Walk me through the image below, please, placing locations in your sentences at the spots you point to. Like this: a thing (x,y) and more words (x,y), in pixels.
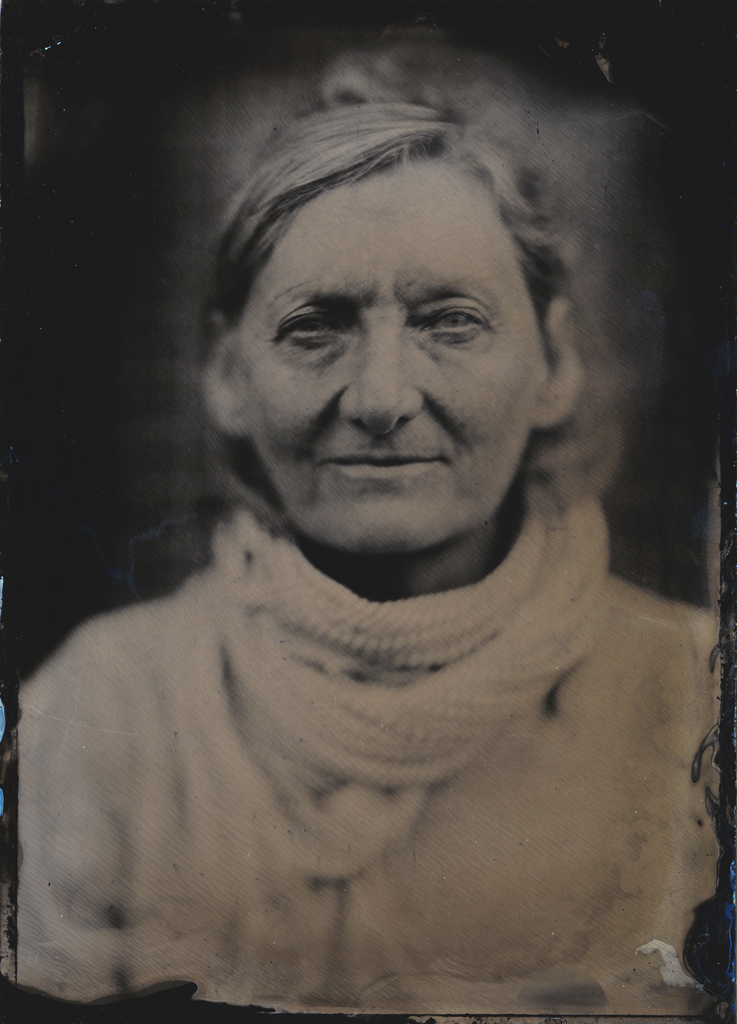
In the center of the image (251,586) there is a photocopy (52,869) of a woman (256,604).
